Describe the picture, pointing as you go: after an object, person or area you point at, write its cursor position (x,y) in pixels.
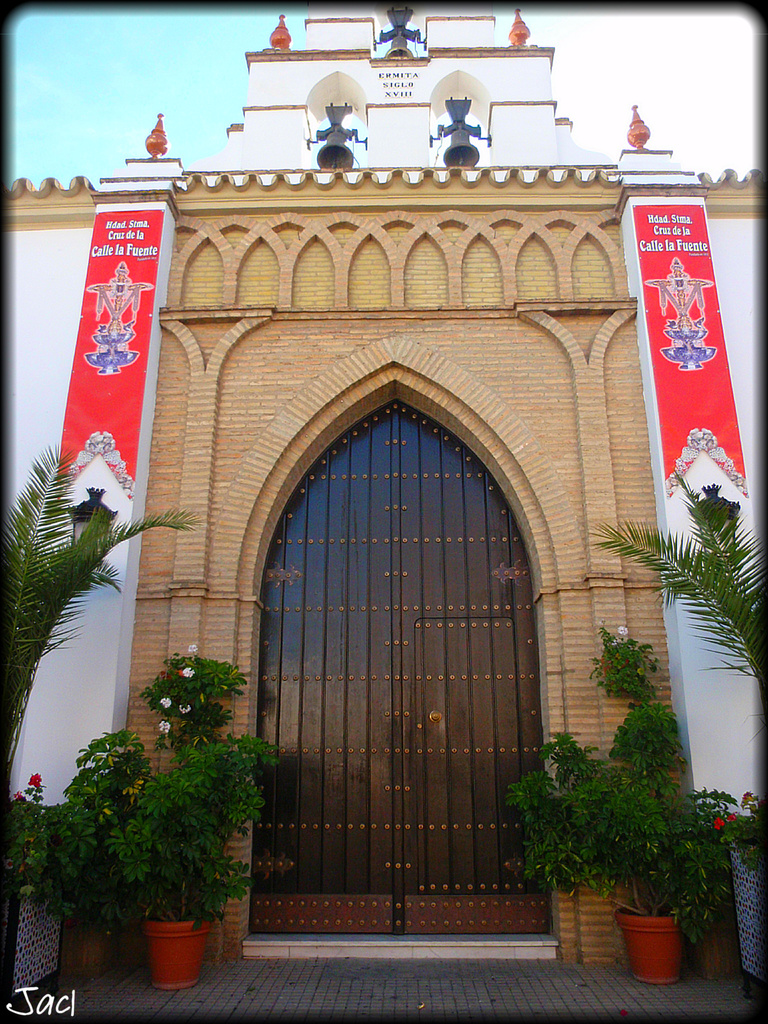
In this image I can see number of plants (14,648) on the both sides. In the background (300,629) I can see the wall (406,334), a door (452,526) and on the both sides of the image I can see two red colour things (116,272) on the walls (754,262). I can also see something is written on it. On the top side of the image (94,144) I can see three bells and the sky (183,116). On the bottom left side of the image (29,996) I can see a watermark (58,1002).
